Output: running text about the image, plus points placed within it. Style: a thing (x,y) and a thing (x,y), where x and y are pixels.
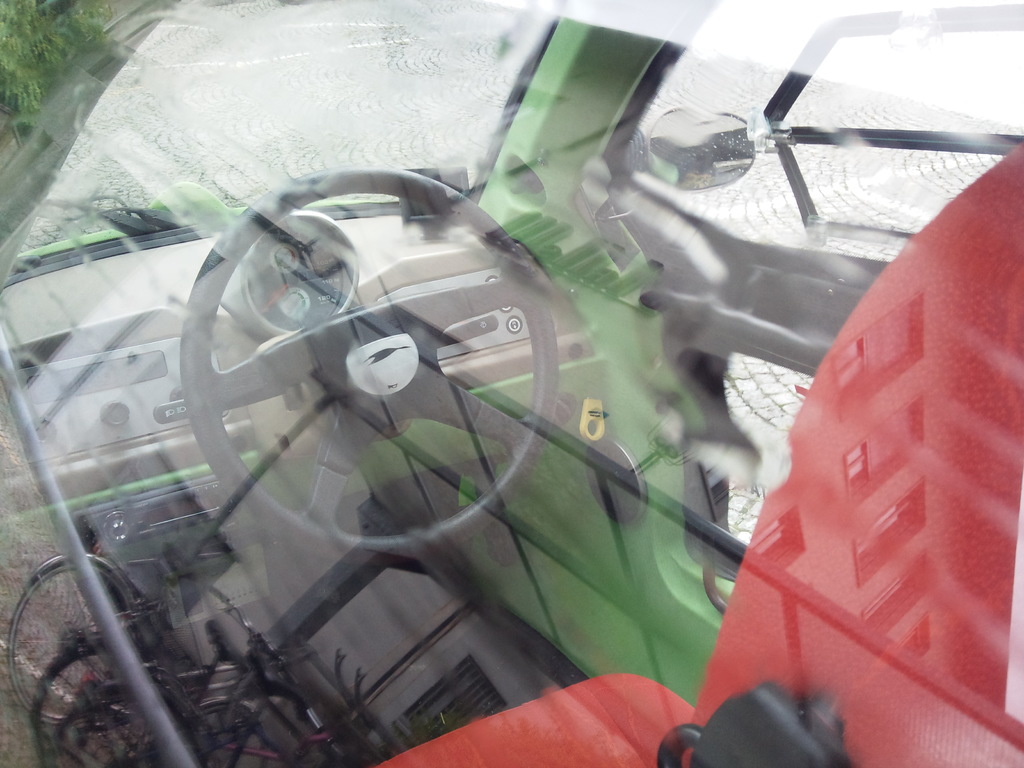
This is an inside view of a vehicle (318,504). On the right side (908,552), I can see red color seat (624,697), in front of this I can see the steering (197,294). At the top (336,47) I can see the glass (381,47) and a mirror (675,163) which is attached to this vehicle (582,140).
